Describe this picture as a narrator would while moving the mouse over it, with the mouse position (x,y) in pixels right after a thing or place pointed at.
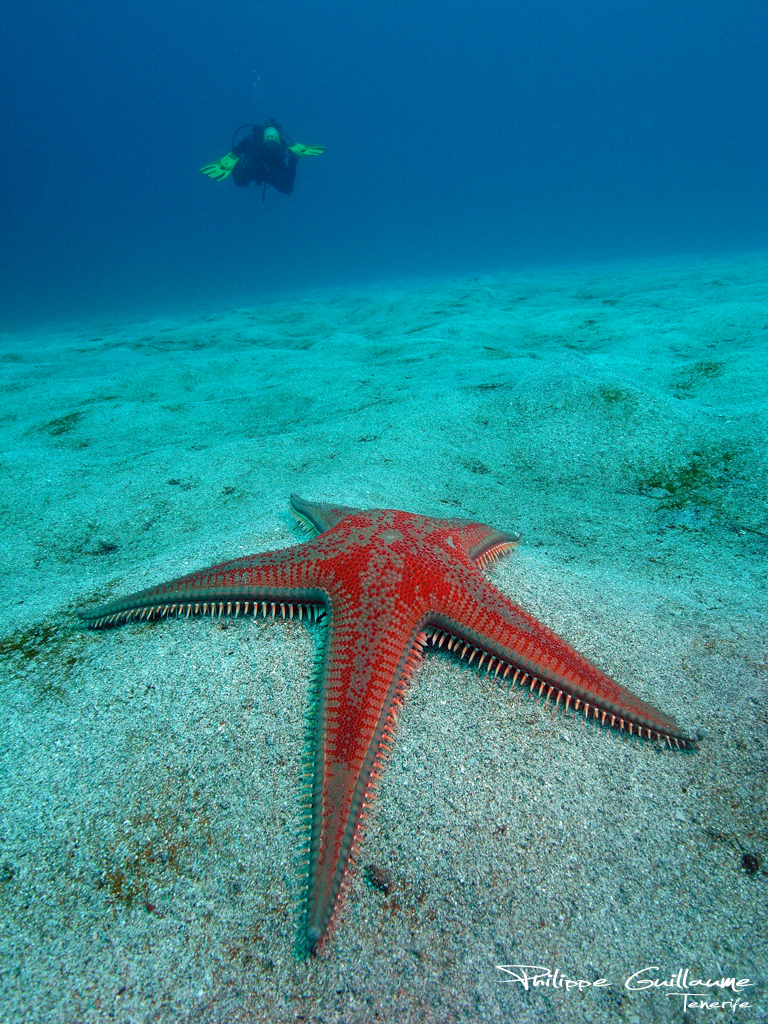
In this image I can see the underwater picture in which I can see a human (293,168) swimming, the ground (507,382) and a starfish (457,619) which is orange in color on the ground (13,660).
